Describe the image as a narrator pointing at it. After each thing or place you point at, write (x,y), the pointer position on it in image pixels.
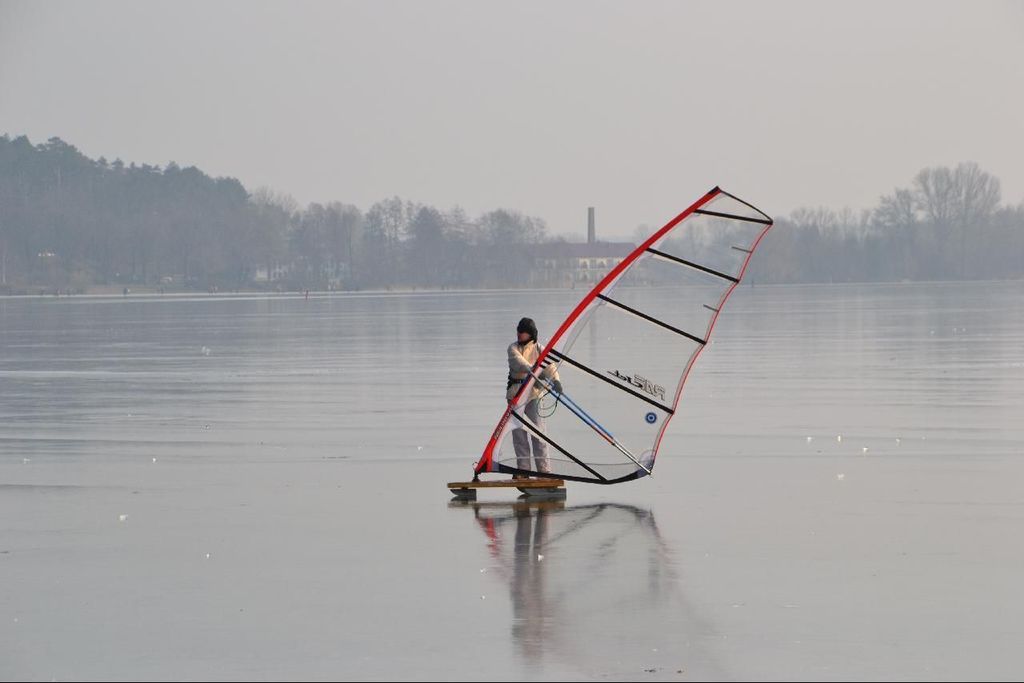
In this image I see a person (530,337) over here who is on this thing (551,352) which is of brown, red and black in color and I see that he is holding it and I see the water (320,357). In the background (92,259) I see the trees (958,260) and I see the sky (546,13) and the building (581,252) over here.
